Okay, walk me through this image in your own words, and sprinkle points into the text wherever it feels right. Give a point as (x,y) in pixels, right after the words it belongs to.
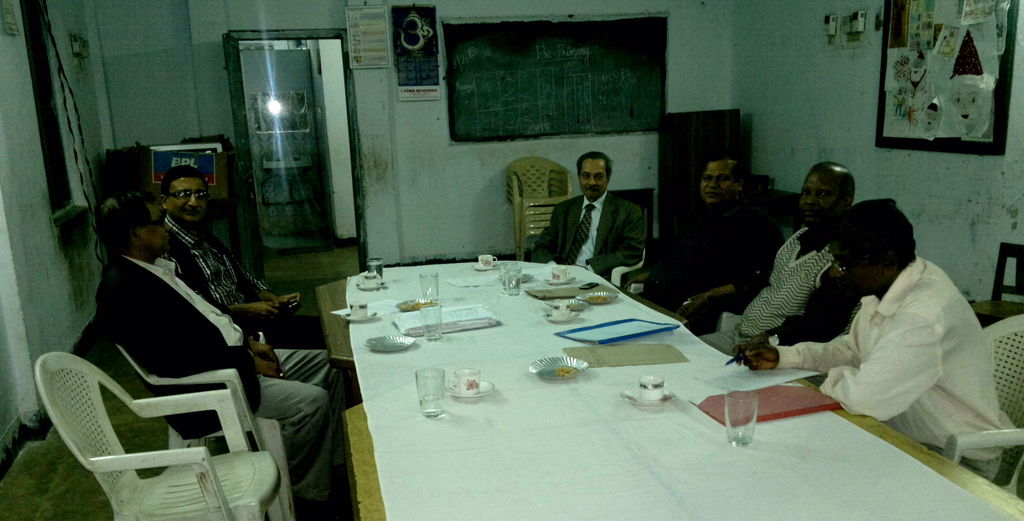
In the image we can see there are people (214,314) who are sitting on chair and in front of them there is a table (504,455) on which there are glass (439,391), cup saucer (457,385) and in plate (556,376) there are food items (570,373).
